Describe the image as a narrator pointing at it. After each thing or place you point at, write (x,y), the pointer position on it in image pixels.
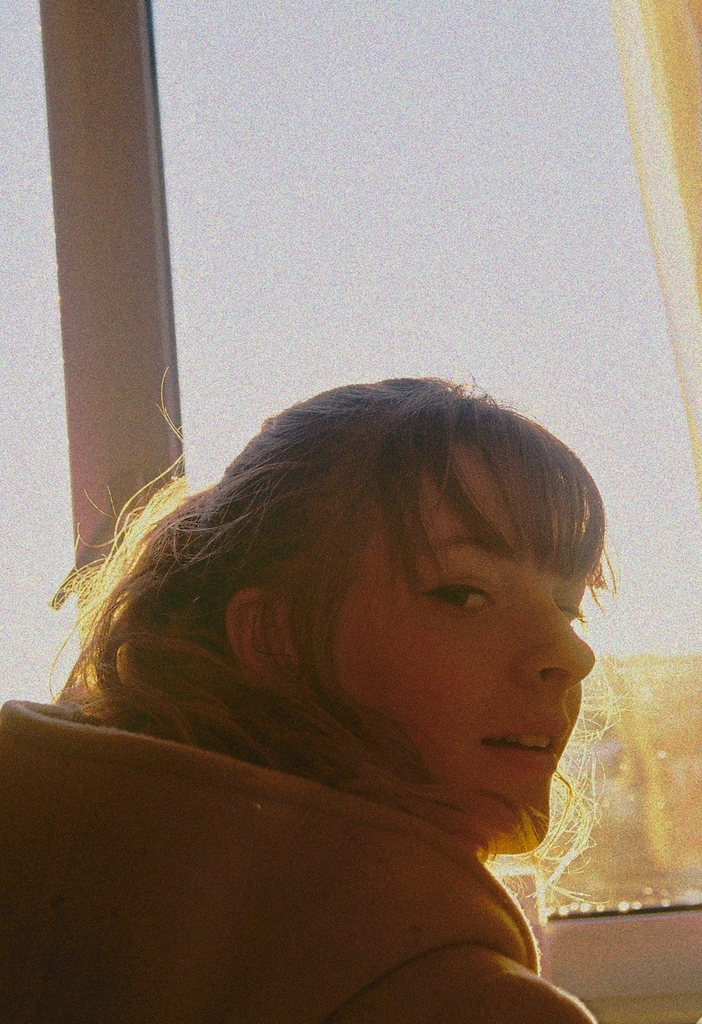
In this picture we can see a woman (392,830) wearing a jacket (366,979) and smiling, curtain (652,126), glass (517,407) and from the glass (237,320) we can see some objects (624,697), sky (631,559).
